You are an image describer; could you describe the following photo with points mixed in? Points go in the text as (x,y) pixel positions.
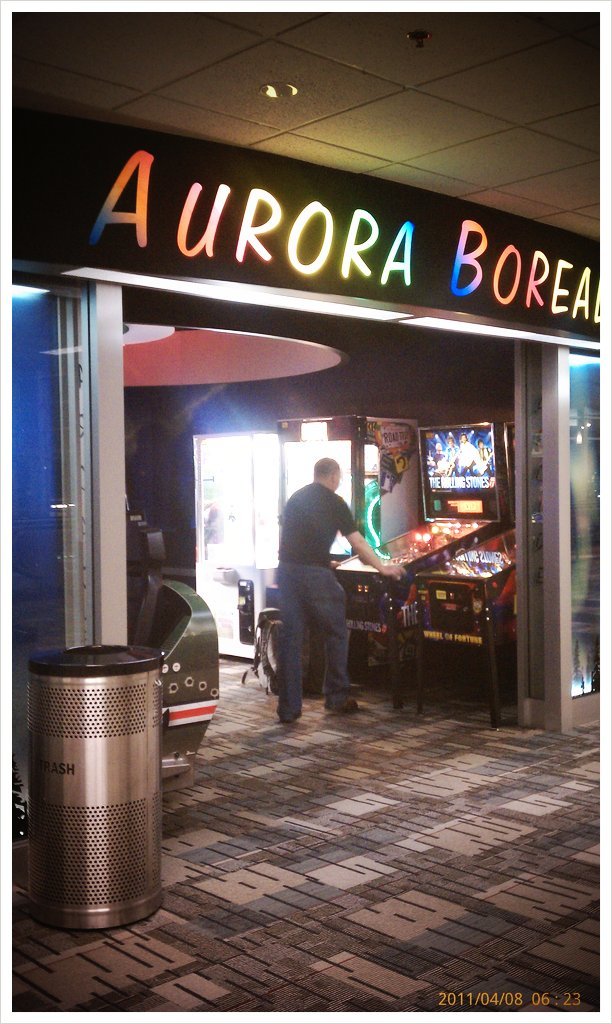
In this image we can see a man (323,584) standing on the floor (330,763) and playing the game. We can also see the trash bin (93,798), glass windows (594,413), glass doors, ceiling (287,133) and also the name board (284,226). We can also see some other objects (199,618). In the bottom right corner (466,993) we can see the date (499,995) and also the time (567,999).
